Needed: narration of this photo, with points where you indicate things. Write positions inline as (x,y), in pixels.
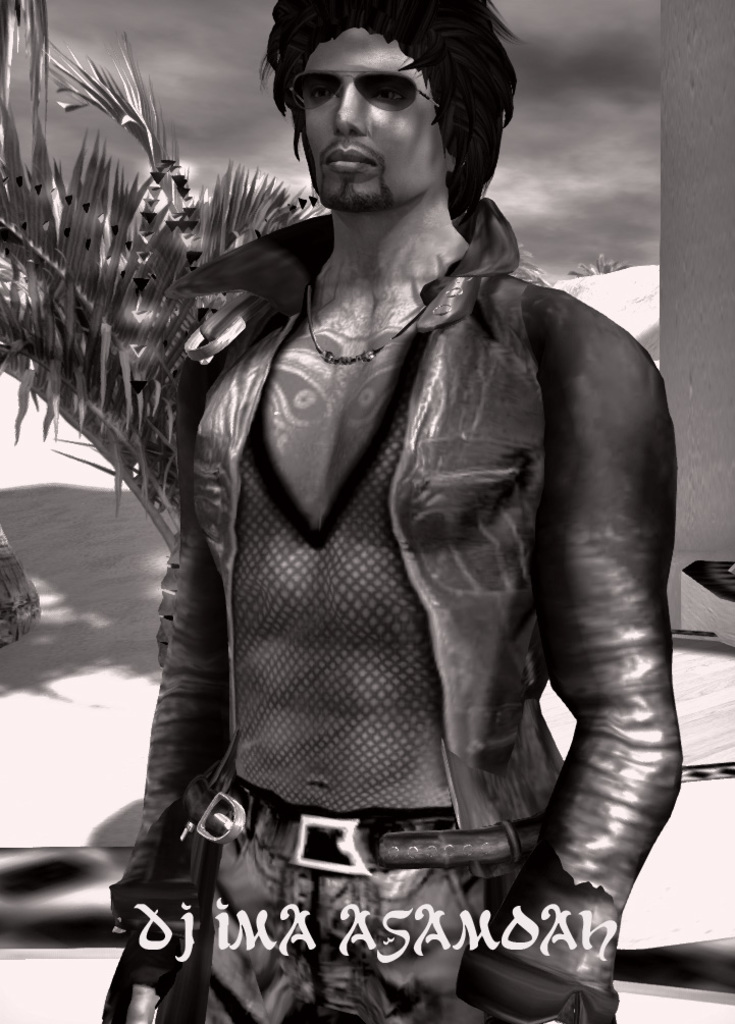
It is a black and white image. In this image we can see the depiction (498,299) of a man (442,695) and also the trees (203,220), sky (616,93) and the sand (124,590). We can also see the text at the bottom (562,907).
